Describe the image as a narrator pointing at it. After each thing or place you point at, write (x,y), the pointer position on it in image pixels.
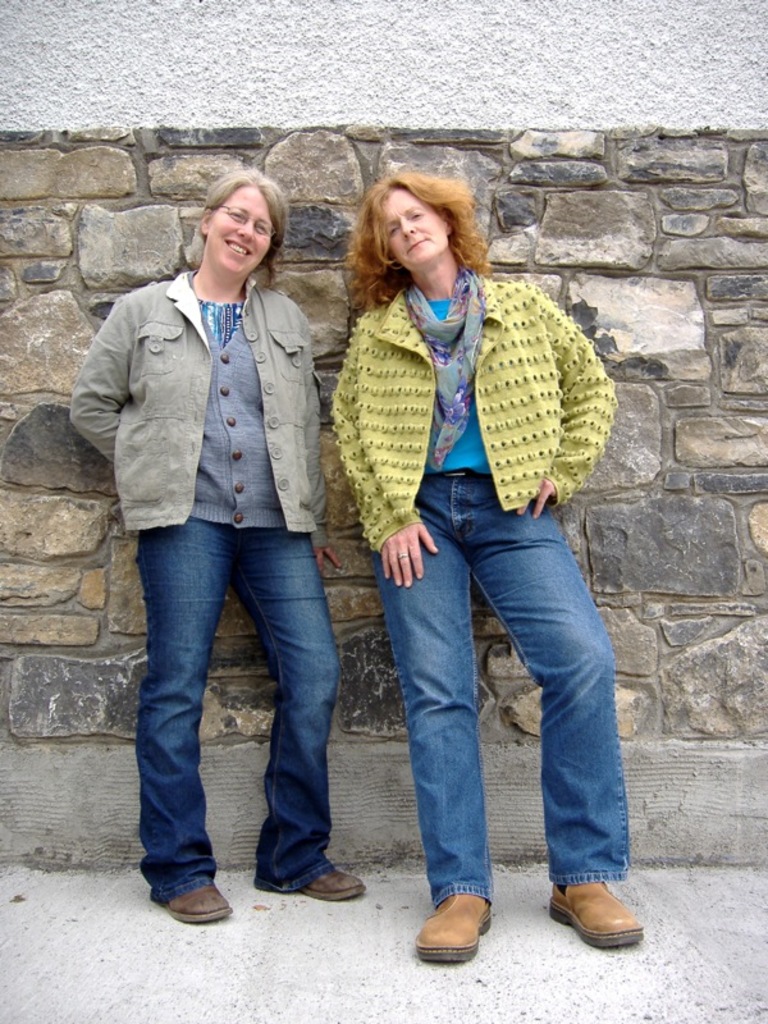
In this image I can see two women (354,480) are standing. The woman (313,526) on the left side (195,395) is smiling. In the background (494,181) I can see a wall (38,719). These women (265,556) are wearing jackets (307,529), jeans (316,608) and foot wears (212,909).
